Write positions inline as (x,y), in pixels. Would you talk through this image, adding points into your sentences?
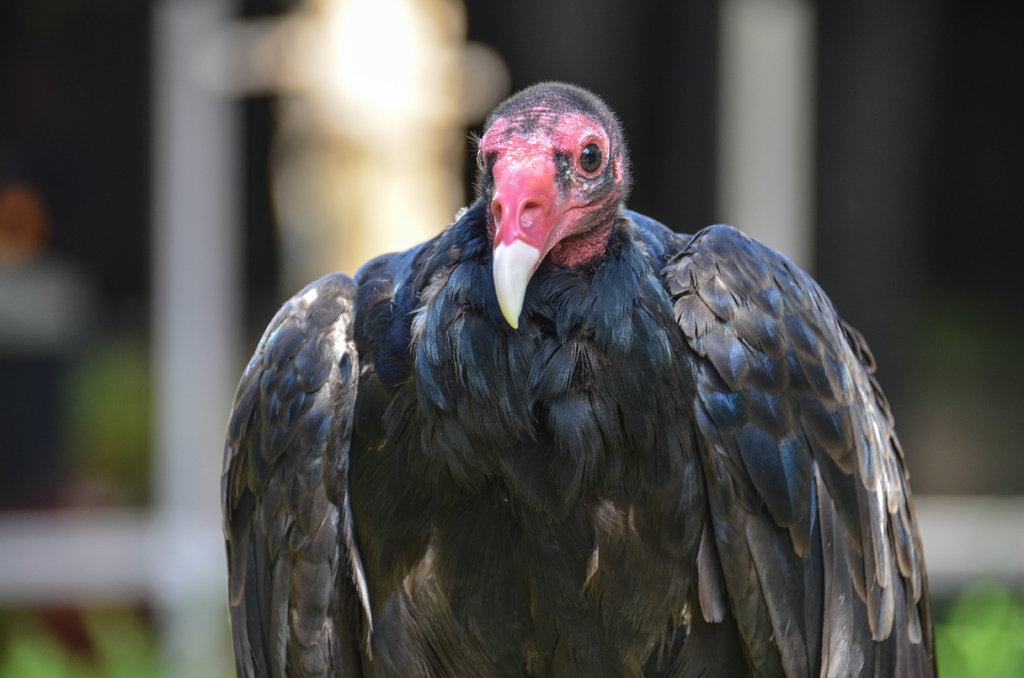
In this picture we can see a turkey vulture (506,490) and behind the turkey (392,464) there is a blurred background (18,253).
